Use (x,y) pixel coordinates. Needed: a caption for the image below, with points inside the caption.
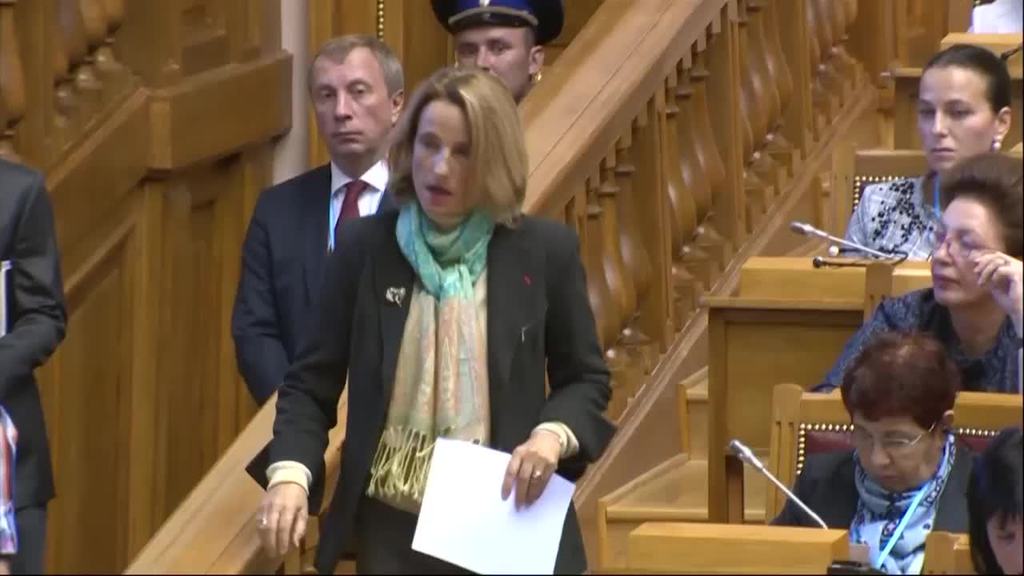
In this image I can see group of people (472,319), some are standing and some are sitting. In front (534,410) the person (571,415) is wearing black color dress (510,409) and holding few papers (461,555) and I can also see few microphones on the table (736,510).
